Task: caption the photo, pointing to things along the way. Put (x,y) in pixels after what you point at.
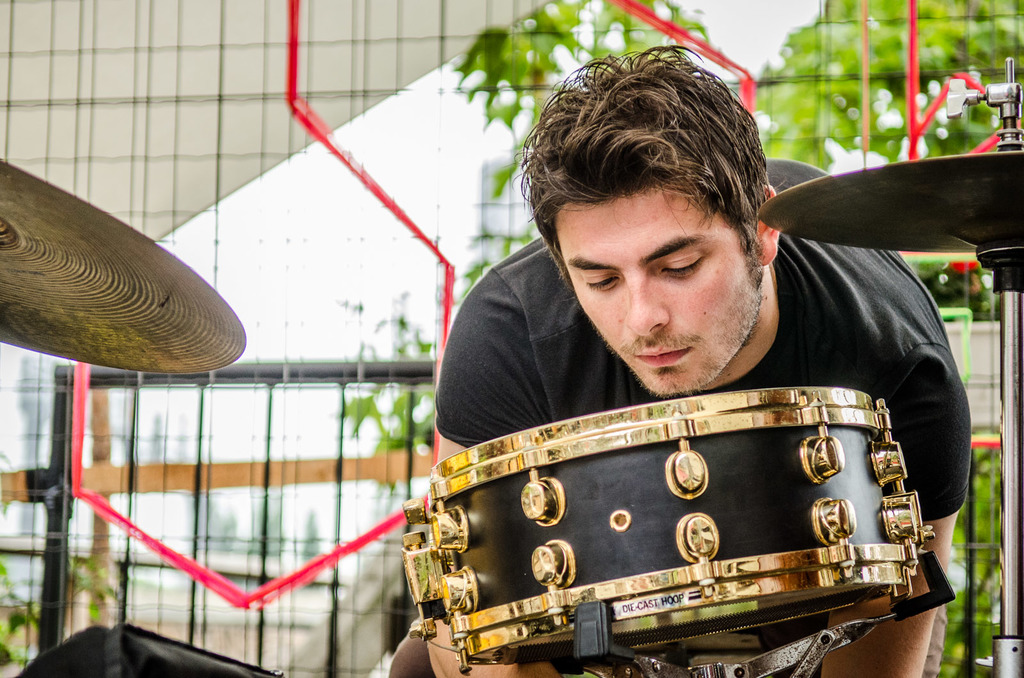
In this image, we can see a person (533,185) bending and in the background (105,40), we can see musical instruments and there are trees (827,103) and we can see a mesh (135,87).
